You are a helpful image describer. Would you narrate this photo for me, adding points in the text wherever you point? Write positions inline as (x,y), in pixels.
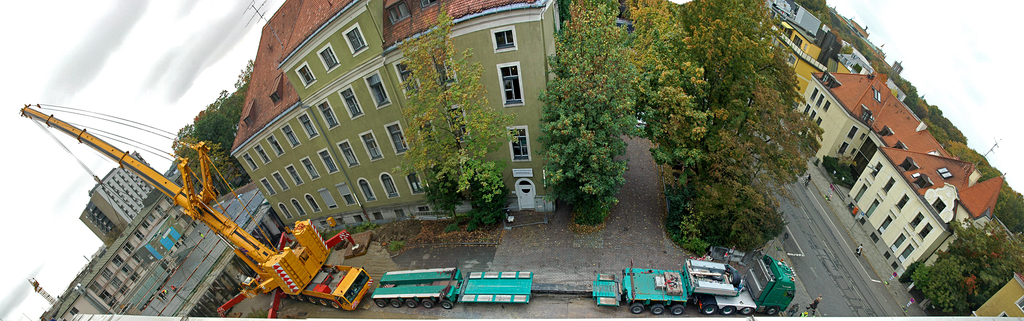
In this image I can see few vehicles (614,283), background (892,200) I can see few buildings (374,128) in cream, yellow and green color and I can see trees (560,78) in green color and the sky (206,55) is in white color.
